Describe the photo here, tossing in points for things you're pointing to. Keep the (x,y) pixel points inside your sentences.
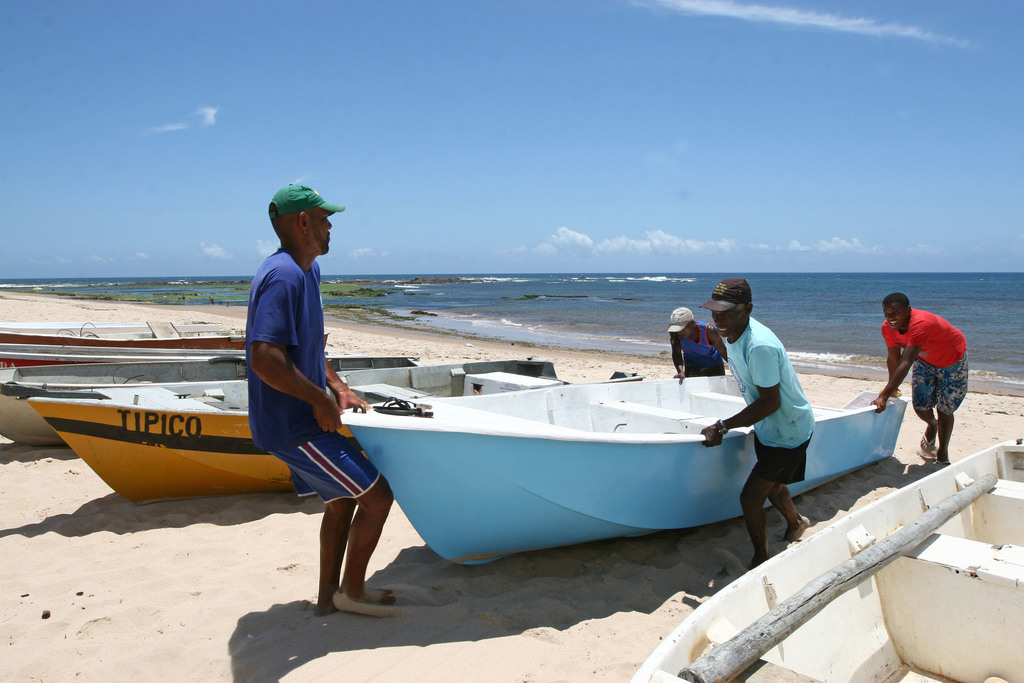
In this image I can see four men (889,385) are trying to pull the boat (540,458) and there are boats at here, on the right side (697,278) it is the sea (648,284). At the top (701,122) it is the sky (615,143).
